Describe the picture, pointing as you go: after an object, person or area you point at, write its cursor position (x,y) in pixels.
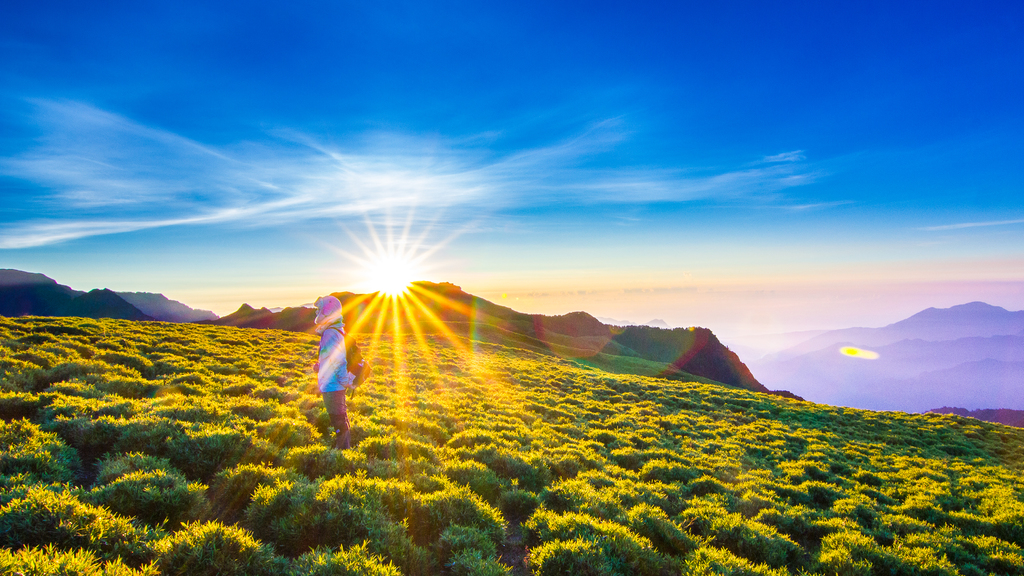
In this picture there is a woman (336,375) who is wearing white jacket (332,362), trouser (332,421), bag (347,361) and shoe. He is standing on the farmland (317,420). At the bottom (656,532) i can see many plants (816,538). In the background (36,288) i can see many mountains (597,319) and a sun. At the top (698,128) i can see the sky (554,91) and clouds (560,173).
